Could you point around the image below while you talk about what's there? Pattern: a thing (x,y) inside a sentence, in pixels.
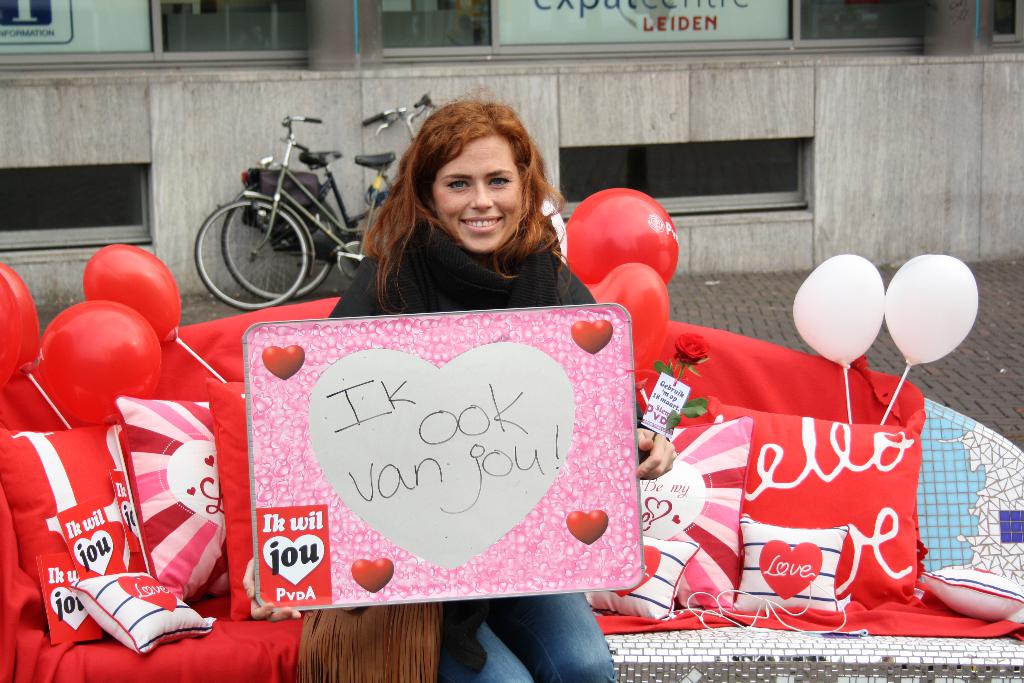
In this picture we can see a woman (457,229) is holding a board (450,443) and a flower (665,368) and the woman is sitting on a couch (946,515). On the couch (946,487), there are cushions (893,483), balloons (65,376) and a red cloth (284,312). Behind the couch (284,312) there are bicycles (267,197) and a wall (364,83) with windows (125,34) and boards (580,16).
